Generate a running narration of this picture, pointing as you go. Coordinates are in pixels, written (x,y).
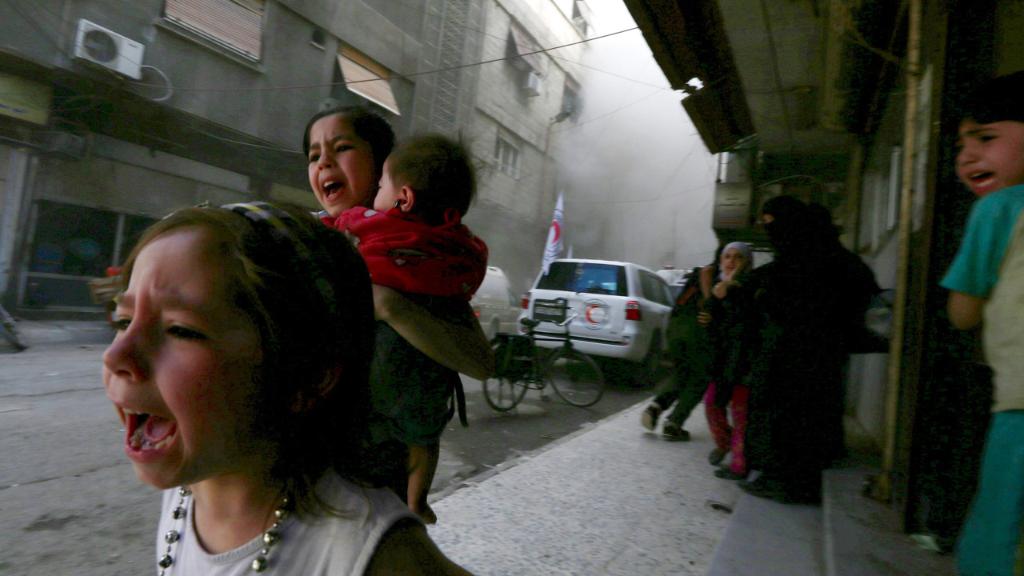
In this image I can see on the left side (137,314) 2 girls (286,418) are running by shouting, on the right side (799,396) few people (792,399) are standing on the sidewalk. In the middle (637,320) there is a car (649,322) and there is the smoke (693,198). There are buildings (542,118) in this image.
